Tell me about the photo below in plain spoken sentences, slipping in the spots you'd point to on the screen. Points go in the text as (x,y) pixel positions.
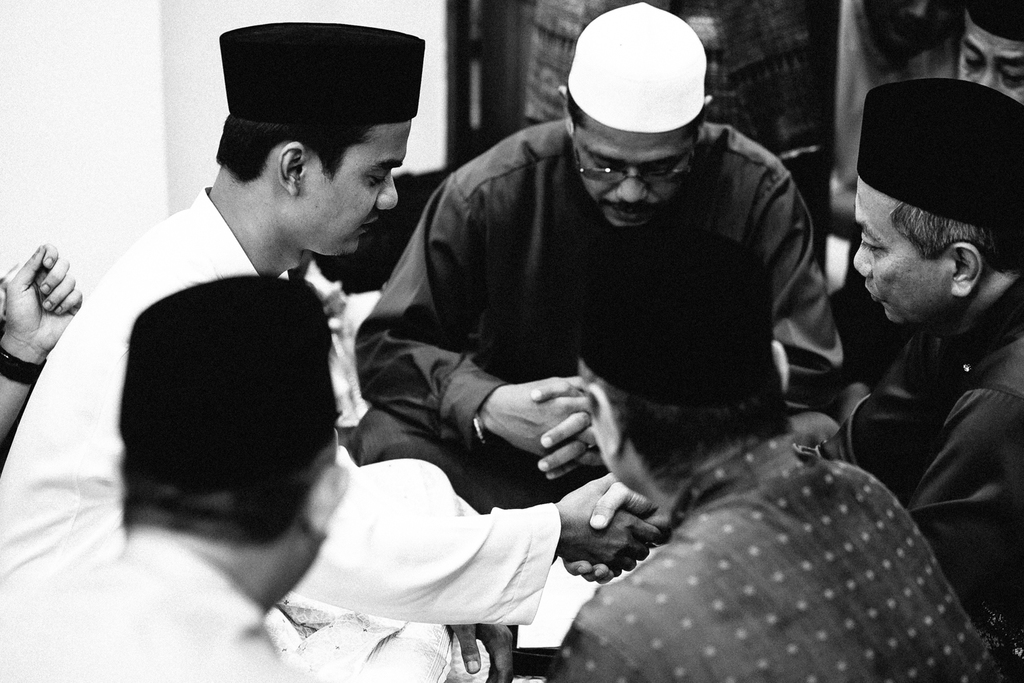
In this image there are six men (951,398), the men (928,405) are wearing caps (345,59), there is a man (674,199) wearing spectacles (669,173), there is a person's hand (21,326) towards the left of the image (33,332), there is a wall (158,41) towards the top of the image (580,22), there is an object (733,79) towards the top of the image (752,53).
